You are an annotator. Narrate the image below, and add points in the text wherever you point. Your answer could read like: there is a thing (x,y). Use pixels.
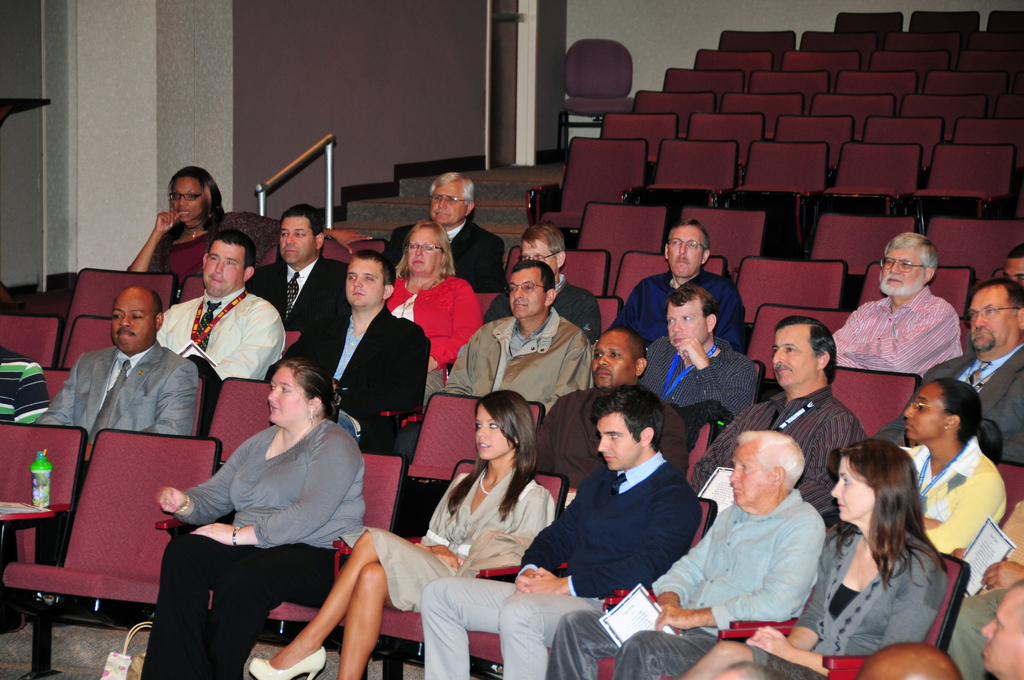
In the center of the image (499,284) there are people (582,329) sitting on chairs (252,419). In the background of the image (380,45) there is a wall (254,81). There is a staircase (502,192).
